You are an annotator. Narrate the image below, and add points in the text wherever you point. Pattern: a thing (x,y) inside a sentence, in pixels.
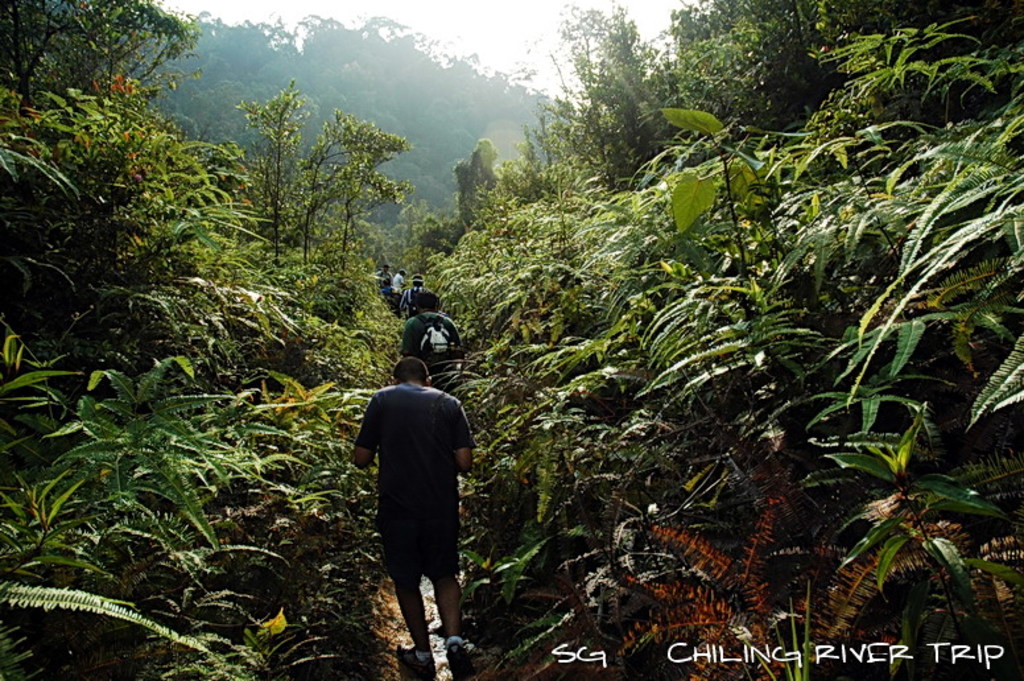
This picture is clicked outside the city. In the center (444,344) we can see the group of people (400,309) seems to be walking on the ground (488,672) and we can see the trees (500,171) and the sky (519,47). At the bottom right corner (876,656) there is a text (912,654) on the image.
